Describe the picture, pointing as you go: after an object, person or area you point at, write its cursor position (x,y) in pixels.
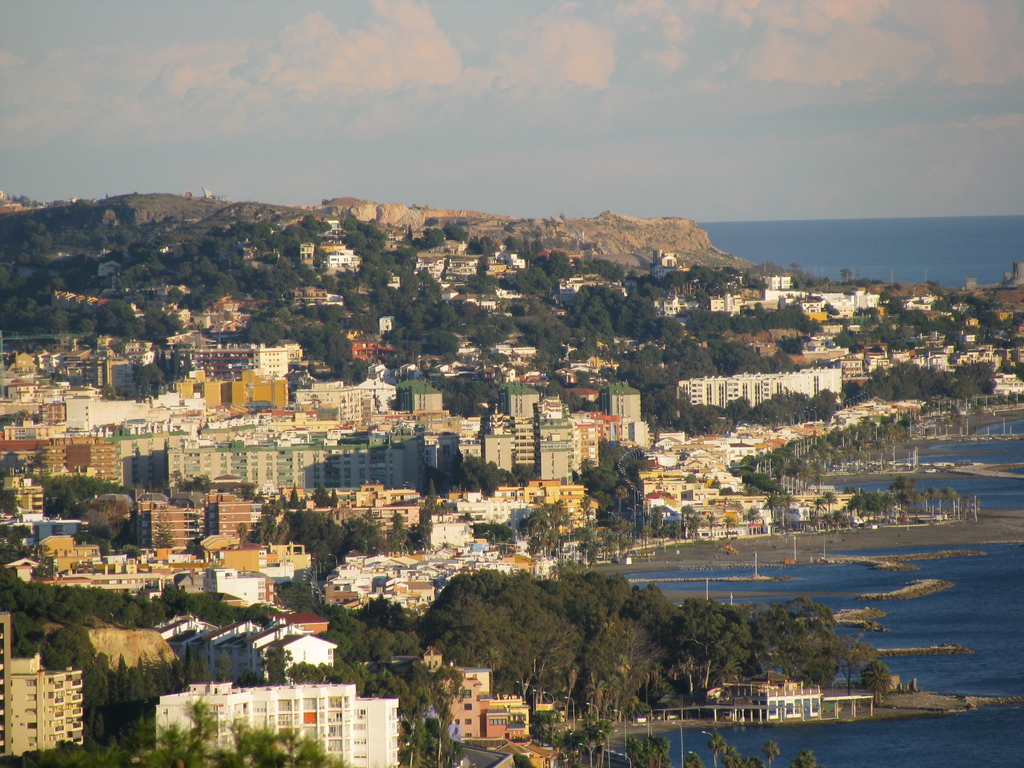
In this image I can see few buildings (260,396) and windows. We can see trees (594,690) and light-poles (598,714). Back I can see mountains (695,234) and a water (988,638). The sky (688,129) is in blue and white color.
